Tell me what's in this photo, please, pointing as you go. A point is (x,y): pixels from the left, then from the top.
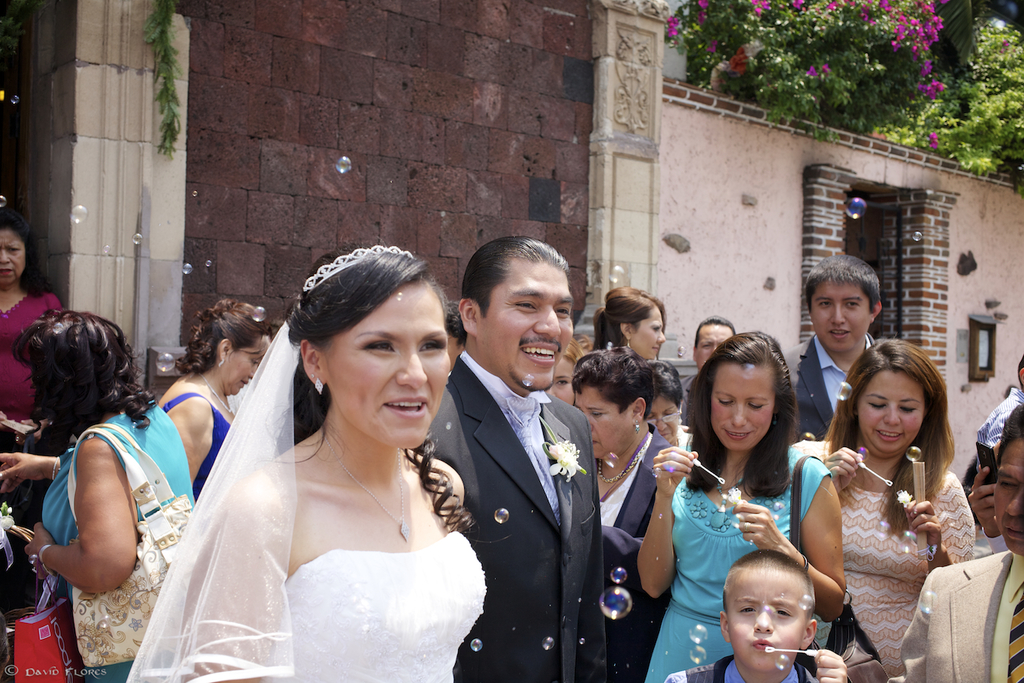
In the center of the image (350,366), we can see a bride (413,403) and a bridegroom (499,385) and in the background (44,415), there are many people (67,363) and are wearing bags (142,510) and holding some objects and there is a building (985,255) and we can see some trees (998,123) and a board (984,334) and there are bubbles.
